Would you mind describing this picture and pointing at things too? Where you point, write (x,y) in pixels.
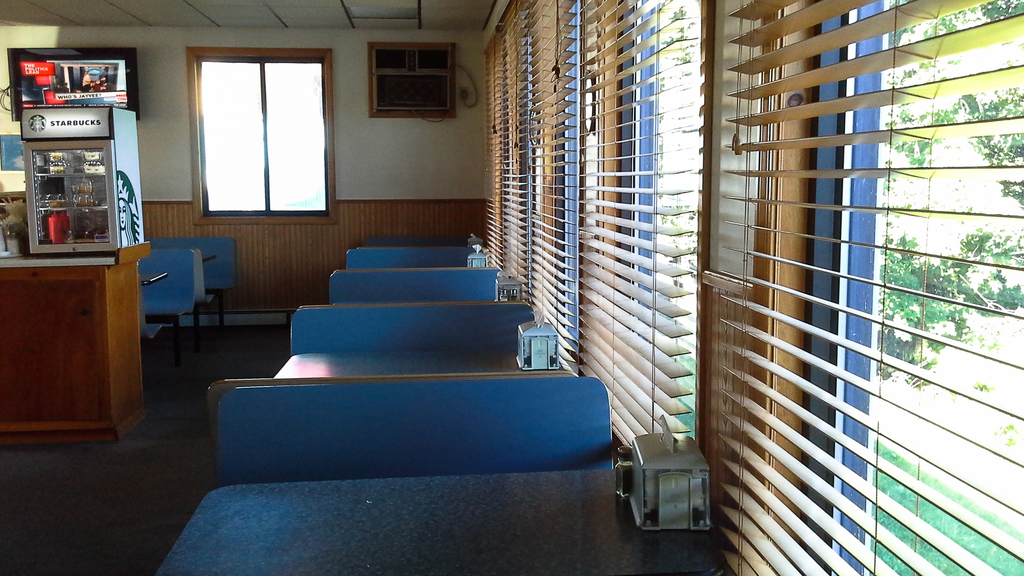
In the image in the center (343,381) we can see tables (554,490), benches (538,399), boxes (639,471) and pepper bottles (619,491). In the background (371,131) we can see wall (390,175), roof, table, screen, fridge (48,198), benches (225,266), window (302,139), window blinds (768,146) and few other objects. Through window blinds (667,211), we can see trees (1002,289).
